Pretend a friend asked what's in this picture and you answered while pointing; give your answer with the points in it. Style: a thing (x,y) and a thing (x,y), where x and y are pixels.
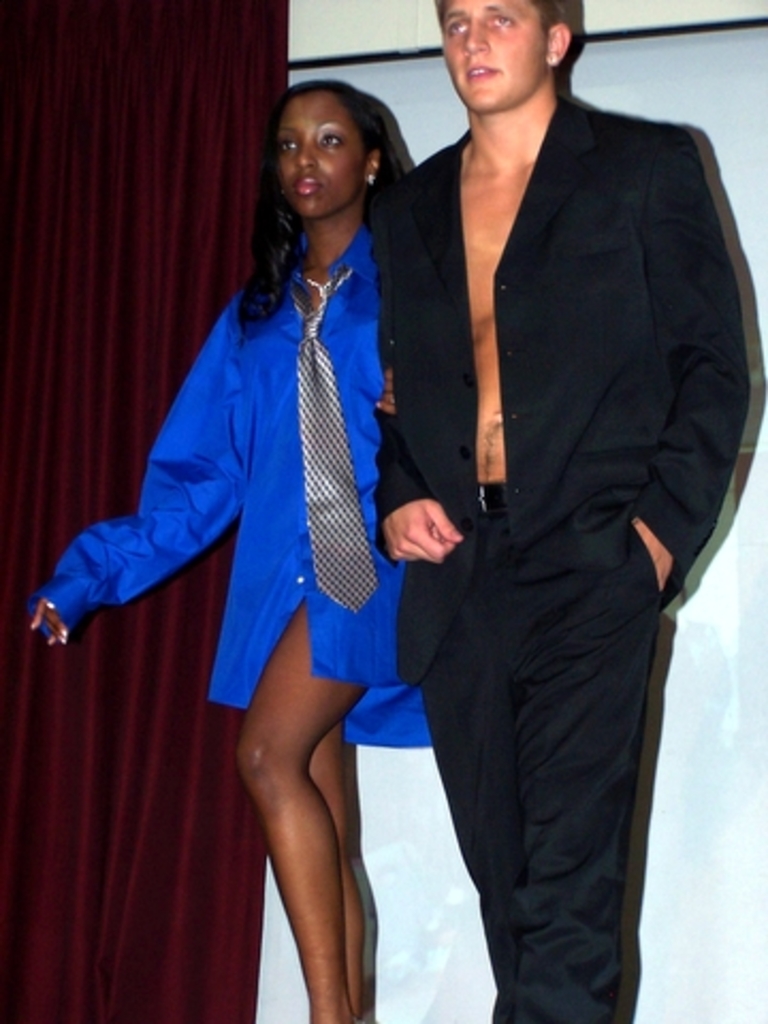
In the image we can see there are people (384,423) standing and the woman (341,903) is wearing tie (315,516). Behind there is a curtain (45,225).
